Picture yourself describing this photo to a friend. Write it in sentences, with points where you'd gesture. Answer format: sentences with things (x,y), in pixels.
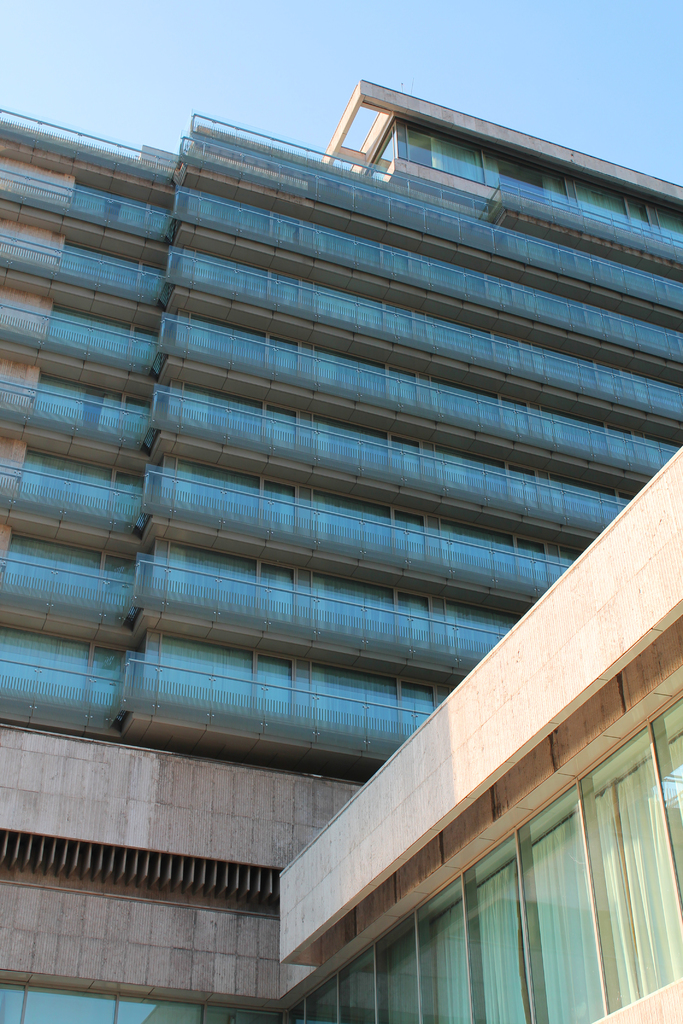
In this image we can see a building (294,735) with windows (571,853) and the sky (505,35) in the background (409,56).
